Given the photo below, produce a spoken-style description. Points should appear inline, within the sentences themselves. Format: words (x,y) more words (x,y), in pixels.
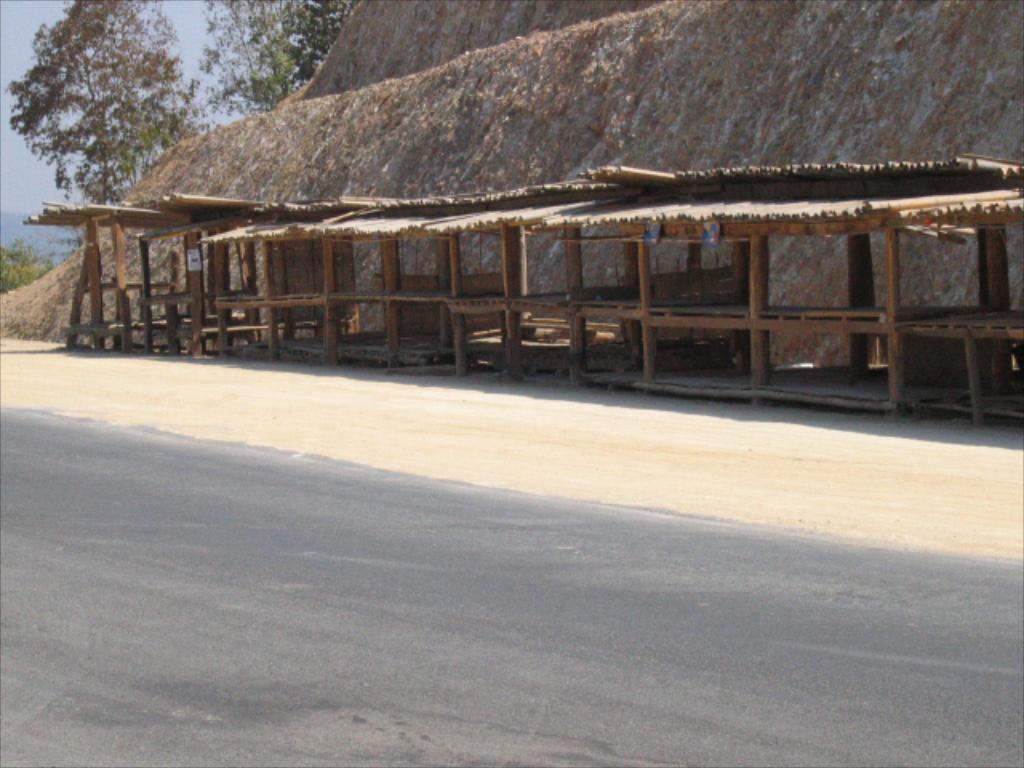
In this image I see the shed (429,302) over here and I see the path (931,510). In the background (78,147) I see the trees (93,12), plants (11,281) and the sky (3,145).
